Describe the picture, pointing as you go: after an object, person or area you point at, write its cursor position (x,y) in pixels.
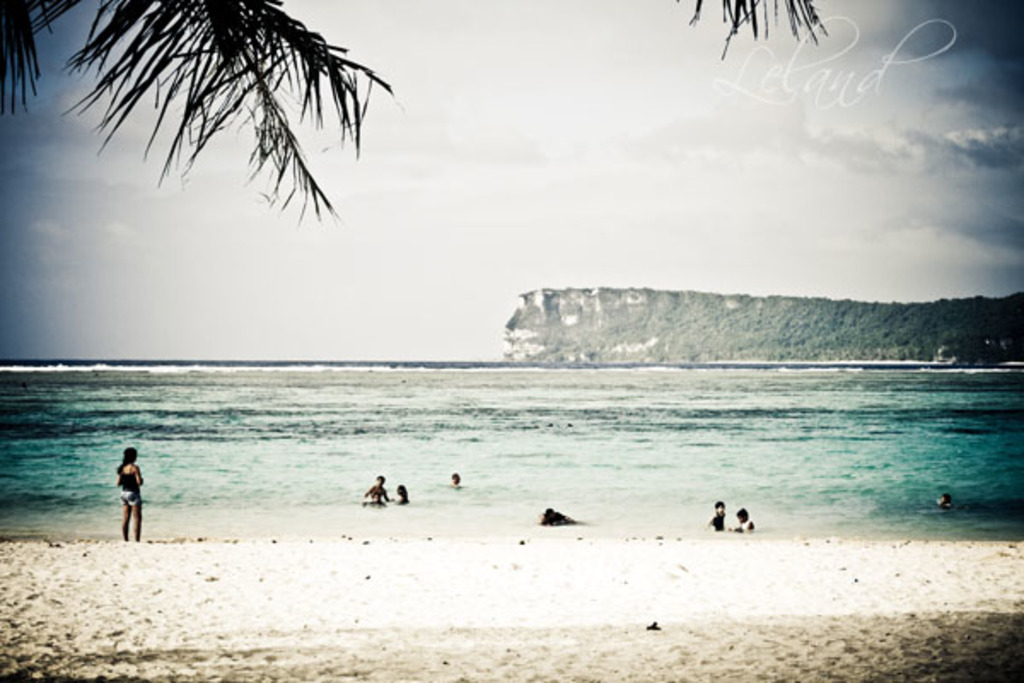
In this picture I can see some persons (453,482) who are swimming in the water (408,489) and some persons (126,508) are standing and sitting near on the beach (481,559). In the background (1001,362) I can see the mountain (745,335), trees (821,342) and ocean (428,416). At the top (480,88) I can see the sky (480,88) and clouds (538,89). In the top right corner (775,101) there is a watermark (740,86).
